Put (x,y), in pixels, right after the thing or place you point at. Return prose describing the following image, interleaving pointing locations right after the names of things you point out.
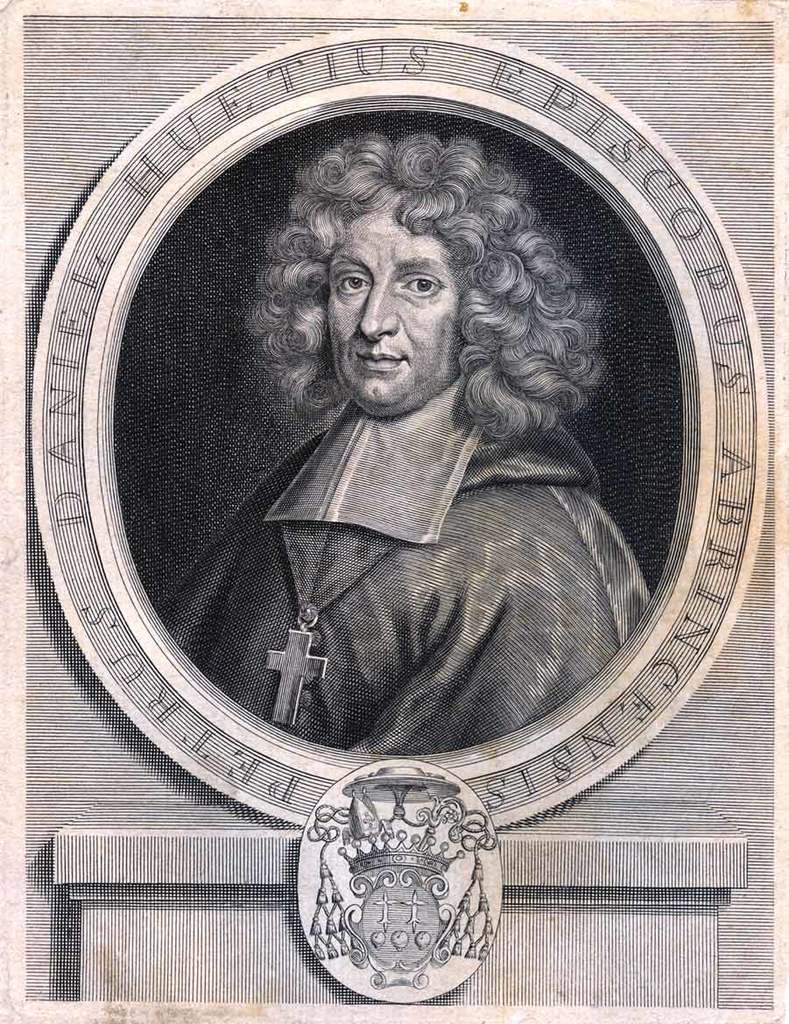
This is the image of the poster (320,381) where there is a picture (358,487) of a person (373,525), some art (394,884) and some text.
